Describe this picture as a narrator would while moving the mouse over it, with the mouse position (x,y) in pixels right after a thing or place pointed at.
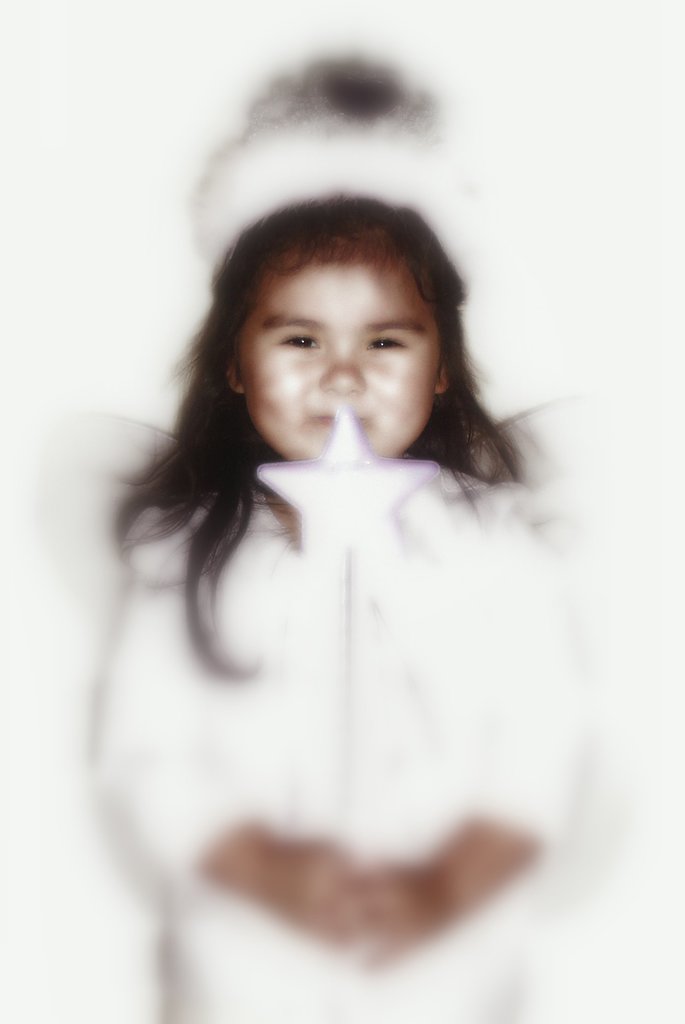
In this image there is a girl (251,375) with a smile on her face (410,406), the girl (401,453) is holding a star (387,495) in her hand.
